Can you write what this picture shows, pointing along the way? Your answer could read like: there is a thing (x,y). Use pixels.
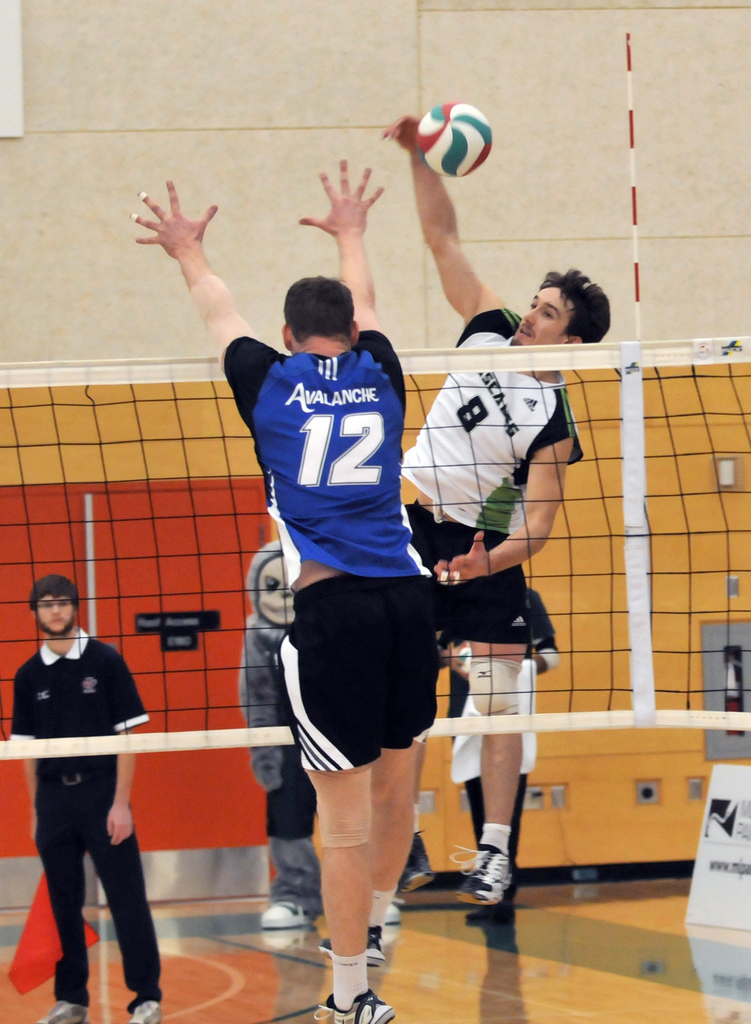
In this image we can see two people (494,591) playing volleyball. There is a net (630,417). In the background of the image (131,957) there is a person (39,813) standing. There is wall (746,113). At the bottom of the image (510,966) there is floor (530,964).
